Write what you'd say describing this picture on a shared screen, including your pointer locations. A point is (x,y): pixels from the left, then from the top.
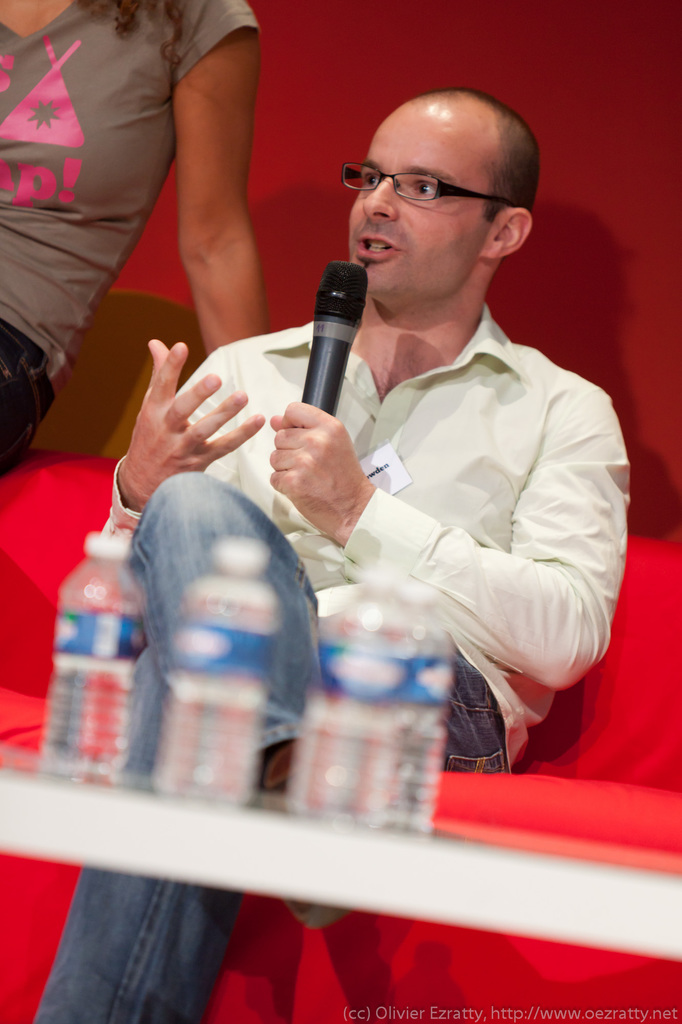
In the image there is a person (430,399) who is sitting on the Sofa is speaking something through the mic (316,375) to the left side of him there is a woman (212,117) sitting on the Sofa (458,774), in front of him there is a table (217,878) and upon the table (90,809) there are few bottles (306,814).
